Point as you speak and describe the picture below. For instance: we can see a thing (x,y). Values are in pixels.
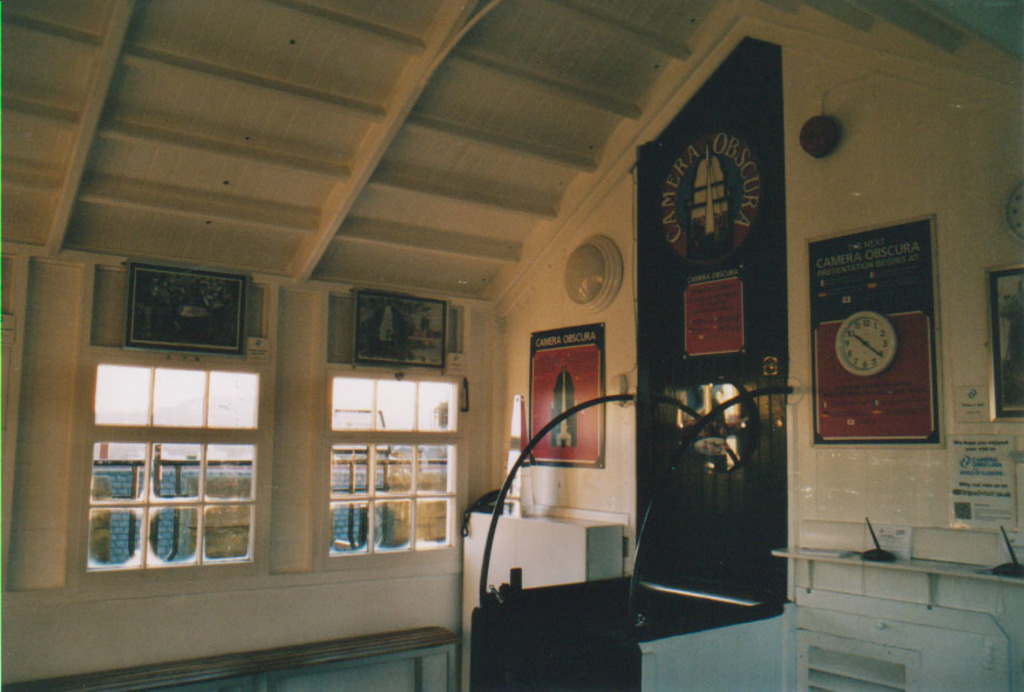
In a room (522,426) there are many frames (387,312) attached to the wall (951,359) and there are two windows (203,445). Beside the windows (434,458) there is a telephone (493,500) and in the background (898,198) there is a wall (847,179).
